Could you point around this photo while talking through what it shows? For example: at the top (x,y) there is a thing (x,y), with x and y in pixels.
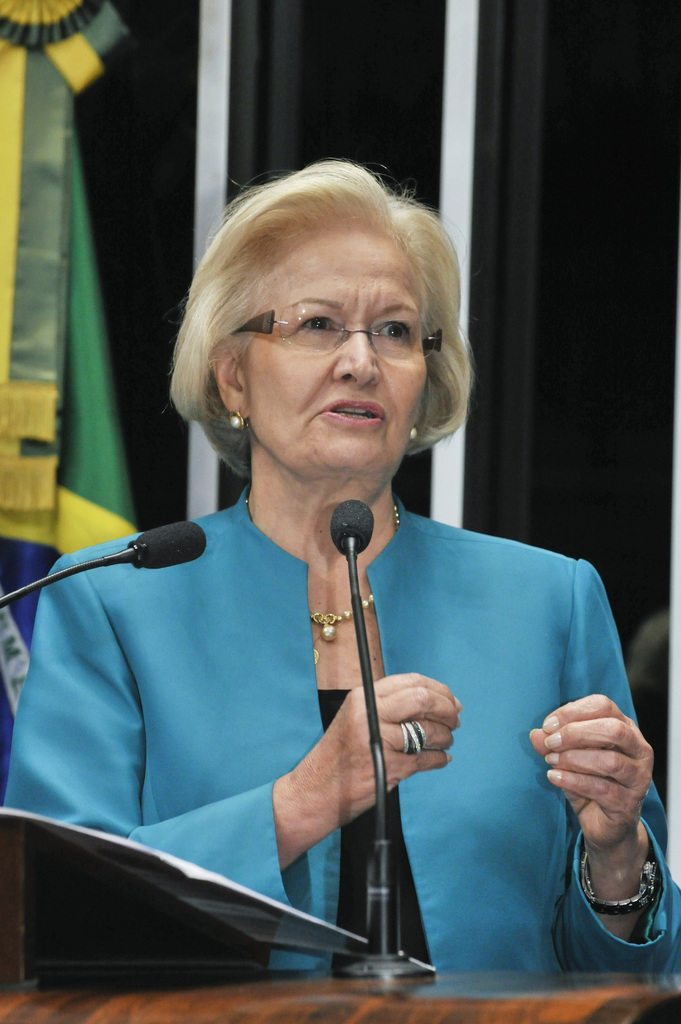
In this image a woman (519,601) wearing blue jacket (298,646) is standing behind a podium (262,946) having few mics (398,952) and papers (202,871) on it. She is wearing spectacles (328,343). Left side (32,250) there is a flag (24,132).
